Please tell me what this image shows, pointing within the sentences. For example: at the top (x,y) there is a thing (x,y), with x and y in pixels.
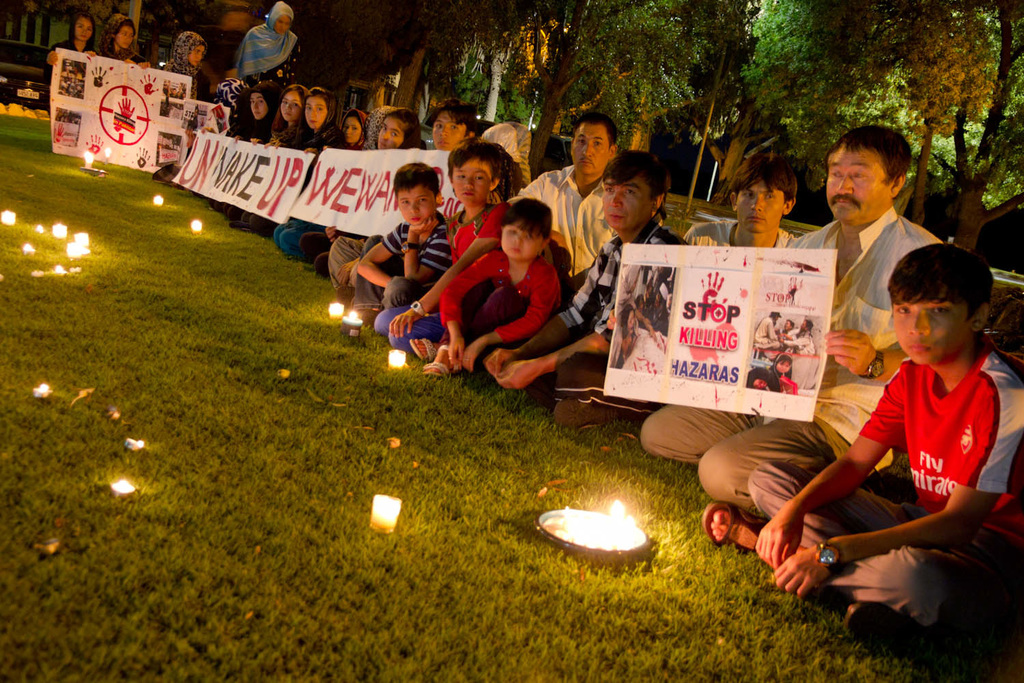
In this image I can see the group of people (477,270) with different color dresses (314,140). I can see few people (291,136) are holding the banners (240,178). In-front of these people (588,301) I can see the candles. In the background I can see the building (149,37) and many trees (716,90).
